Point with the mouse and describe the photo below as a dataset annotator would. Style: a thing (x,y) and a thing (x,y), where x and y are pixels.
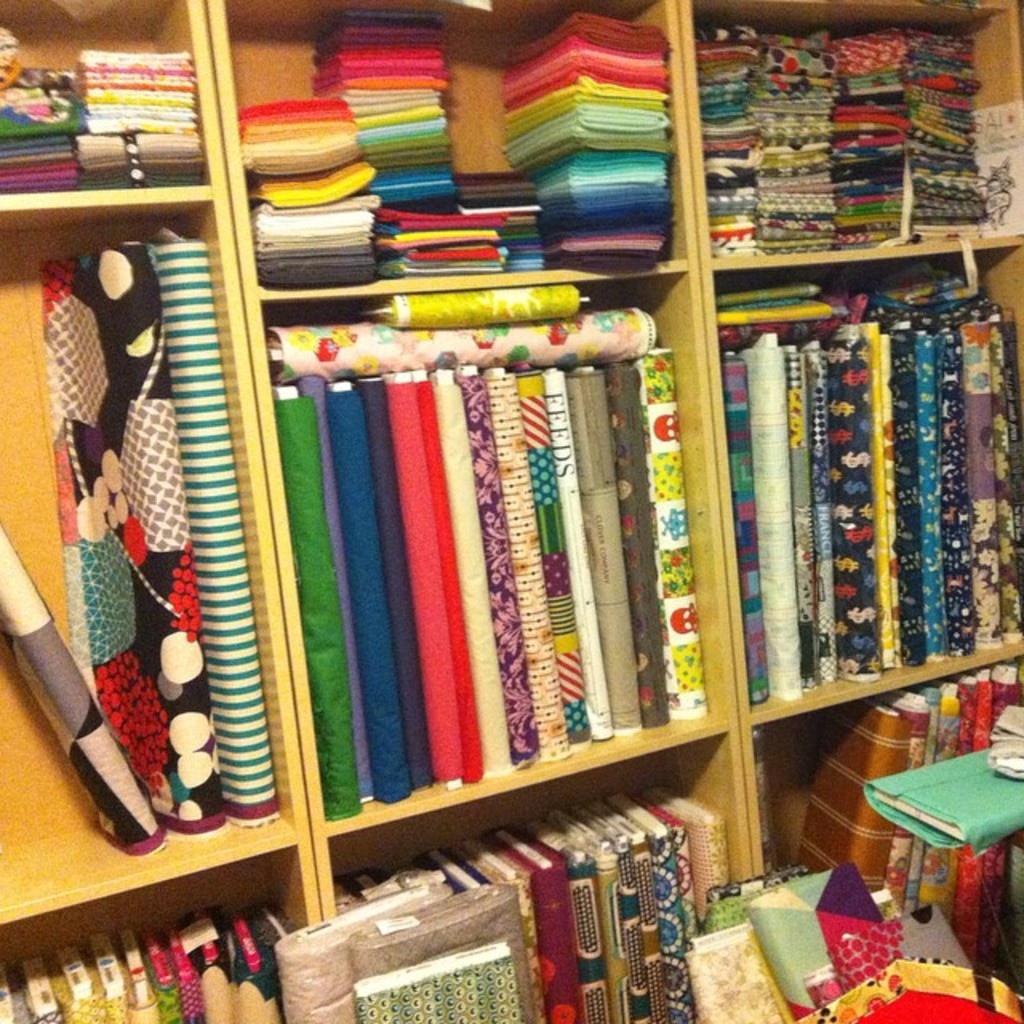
There are clothes (874,733) in different colors arranged on the wooden shelves (89,203). On the right side (924,801), there are clothes (806,925) on the floor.
